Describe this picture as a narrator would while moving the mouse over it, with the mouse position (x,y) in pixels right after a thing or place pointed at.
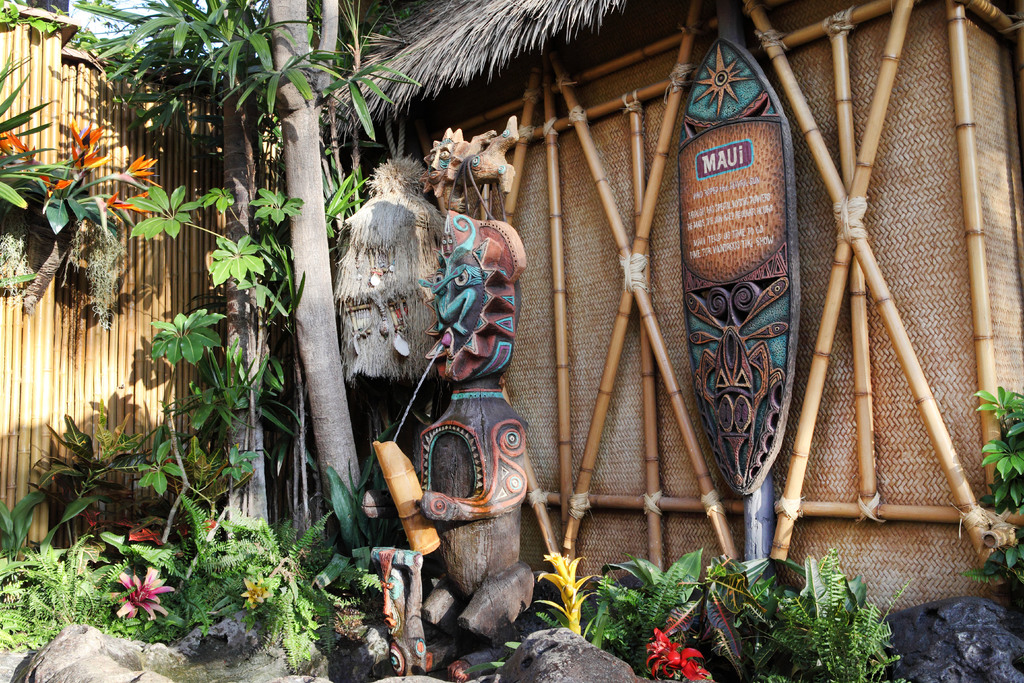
In this image there is a fountain (445,568), beside the fountain (445,569) there are plants (354,557), trees (247,332) and a hut (961,217).
